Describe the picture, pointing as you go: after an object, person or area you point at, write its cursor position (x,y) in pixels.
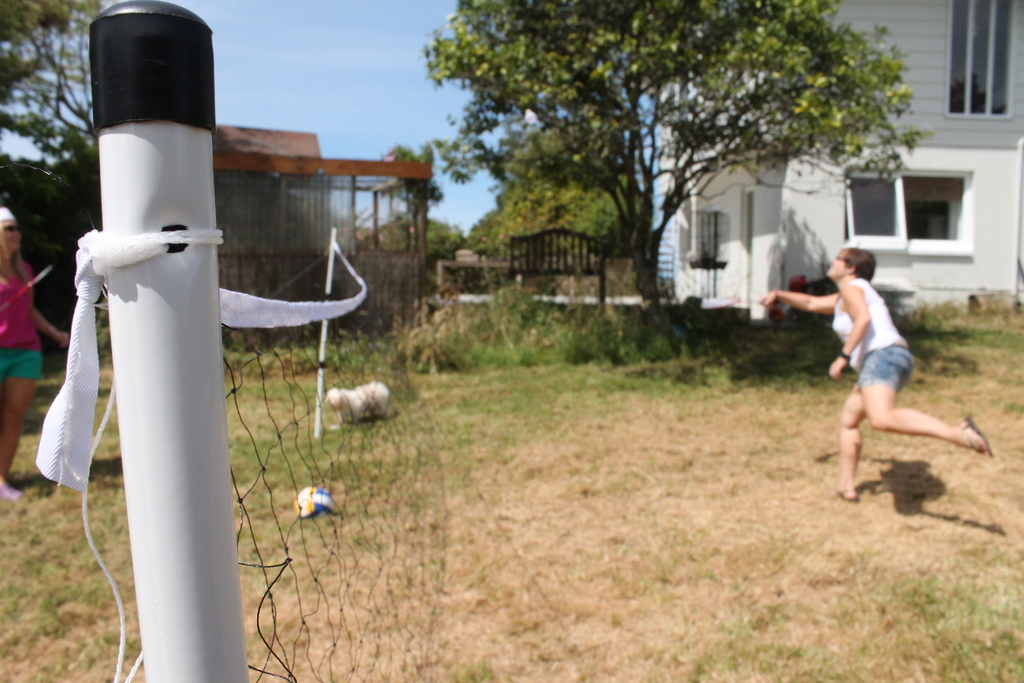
In this picture we can see people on the ground (700,497), in between them we can see a net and some objects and in the background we can see a bench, buildings (867,9), trees (825,58), sky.
